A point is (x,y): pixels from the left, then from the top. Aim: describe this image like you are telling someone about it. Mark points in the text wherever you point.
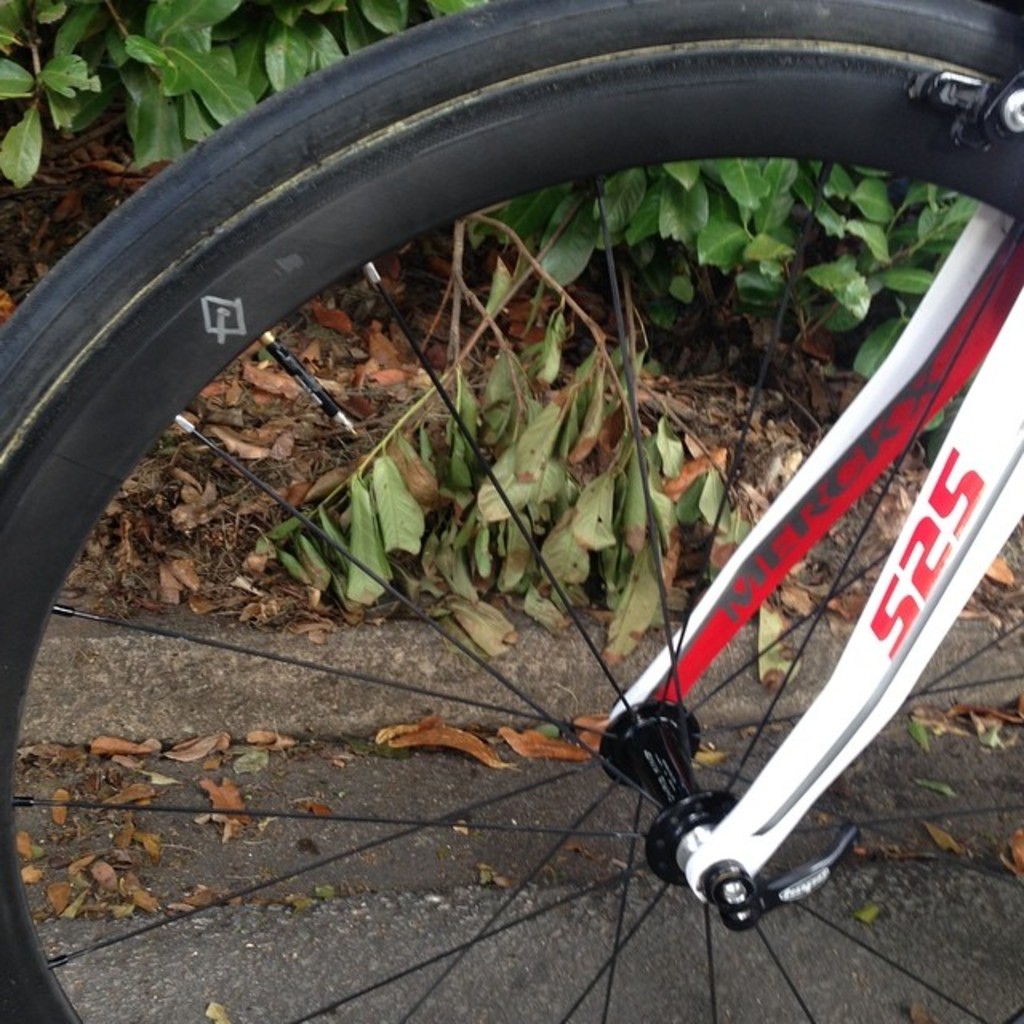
In this picture I can see there is a wheel (0,535) and it is attached to the fork (1008,400) and there are few dry leaves (108,560) on the floor (288,790) and in the backdrop (533,410) there are plants (751,202).
